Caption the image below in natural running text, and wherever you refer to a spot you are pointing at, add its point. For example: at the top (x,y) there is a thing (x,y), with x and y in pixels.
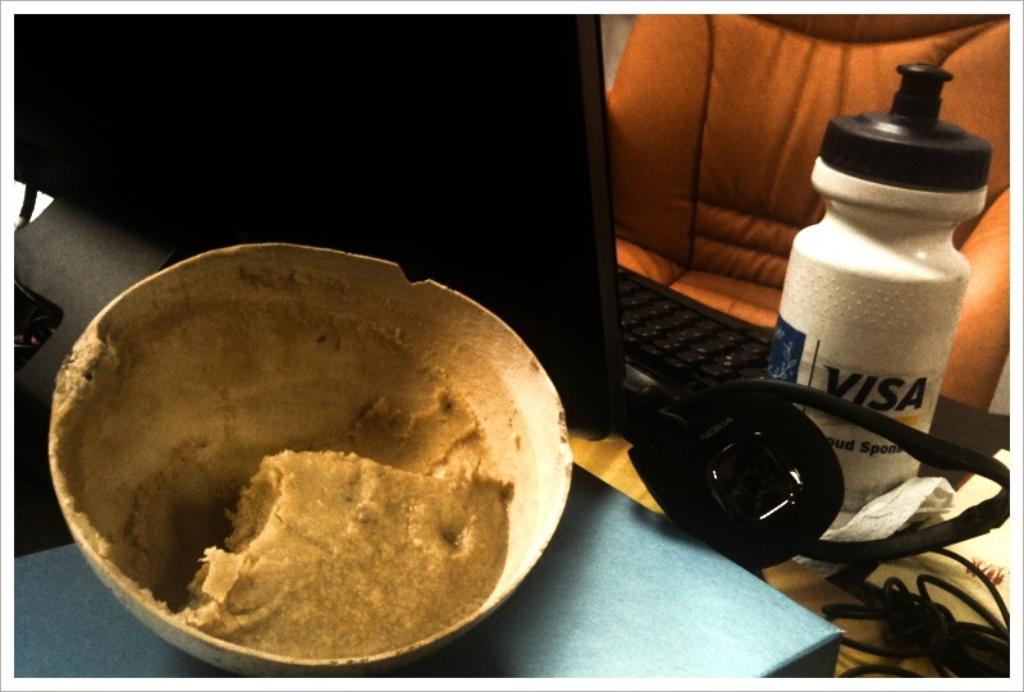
In the left bottom (131,622), there is a table (581,669) on which bowl (524,516) is kept. Next to that a laptop (571,326) is there. On the right (930,24) a chair (979,18) is visible. And a bottle (919,330) and headphones (783,417) are visible. This image is taken inside a room (207,427).
